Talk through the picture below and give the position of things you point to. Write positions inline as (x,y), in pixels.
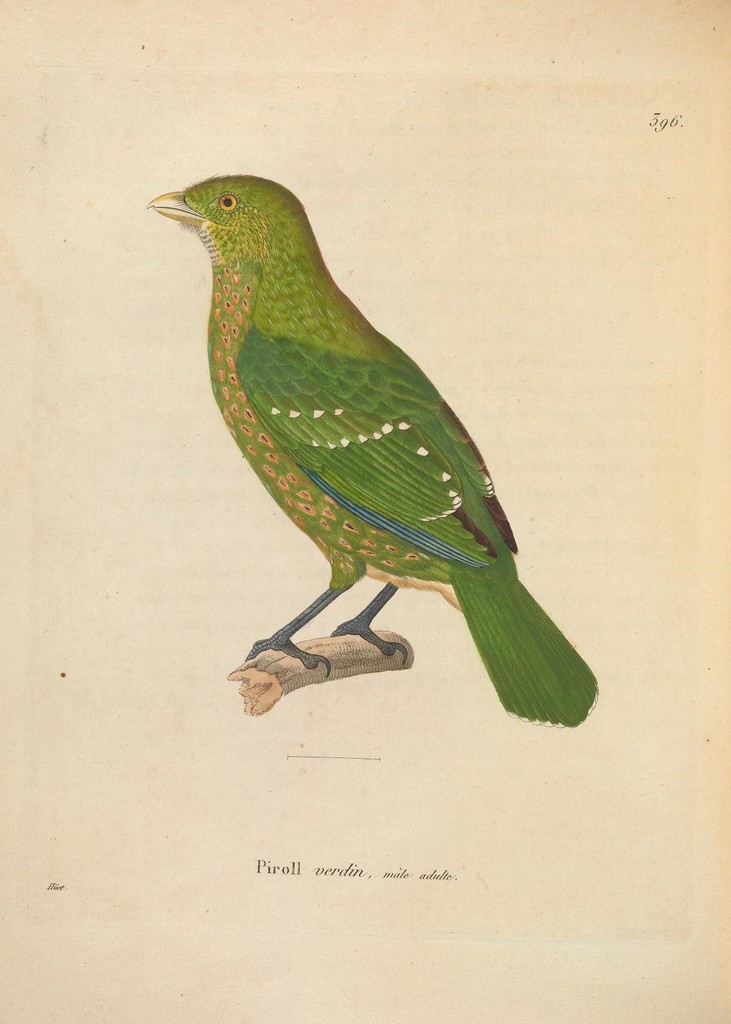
In this image we can see pictures (343,571) of a bird (271,203) and a stick (343,660) on the paper (343,773), also we can see the text (350,871) on the paper (356,834).
